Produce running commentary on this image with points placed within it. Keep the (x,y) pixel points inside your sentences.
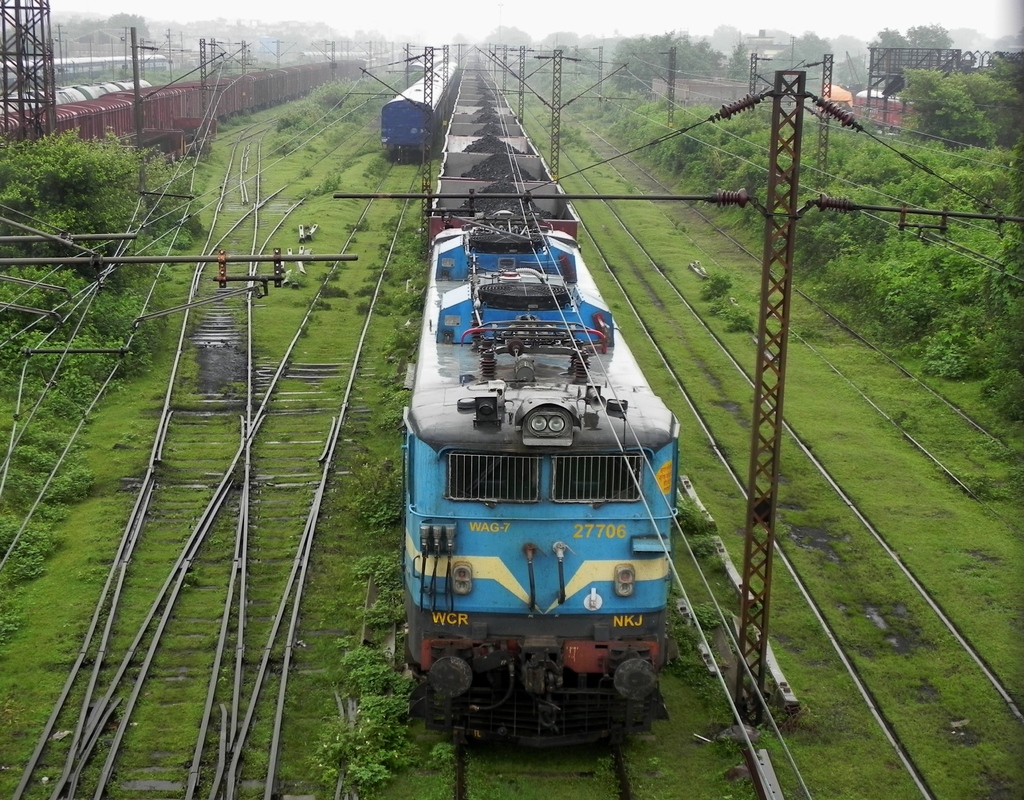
In this image we can see the trains (422,561) on the track (348,418). We can also see the metal frames (757,604), poles (769,539) with wires (545,268), grass (330,585), plants (937,366), a group of trees (825,247) and the sky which looks cloudy.
